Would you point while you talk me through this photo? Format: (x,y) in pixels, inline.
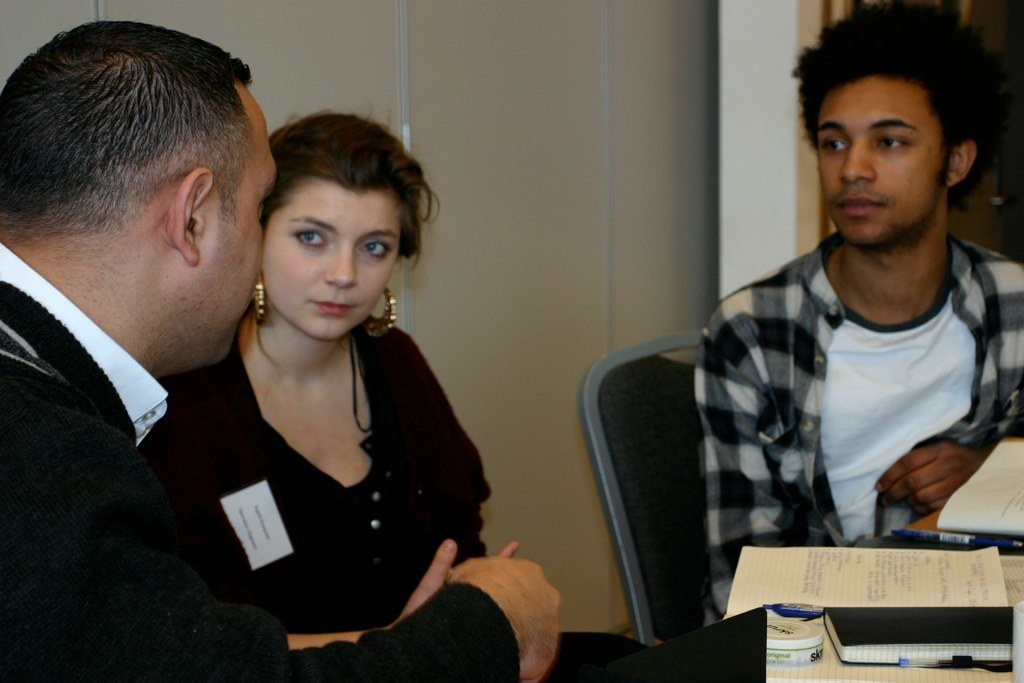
In this picture we can see a few people (750,397) sitting. We can see pens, books (858,622) and some objects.
